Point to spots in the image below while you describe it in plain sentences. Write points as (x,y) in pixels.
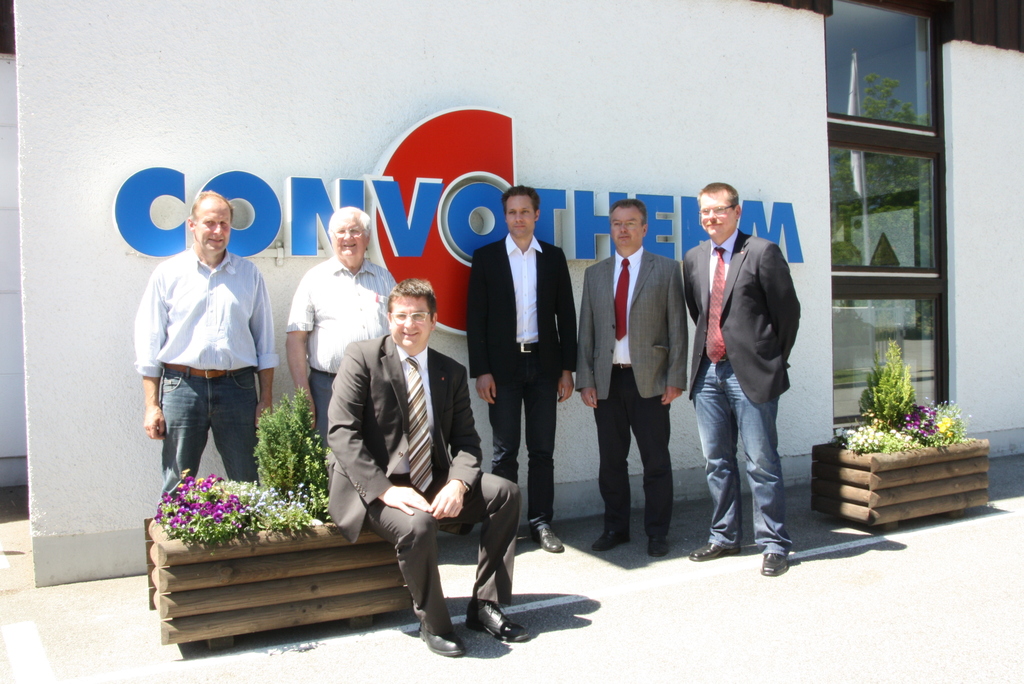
In this picture we can see group of people (460,436), few (606,299) are standing and a man (409,488) is seated, beside him we can find few plants (226,499) and flowers (216,521), in the background (486,187) we can see some text (493,201) on the wall (526,180), on the right side of the image (914,149) we can see glasses (851,168).
